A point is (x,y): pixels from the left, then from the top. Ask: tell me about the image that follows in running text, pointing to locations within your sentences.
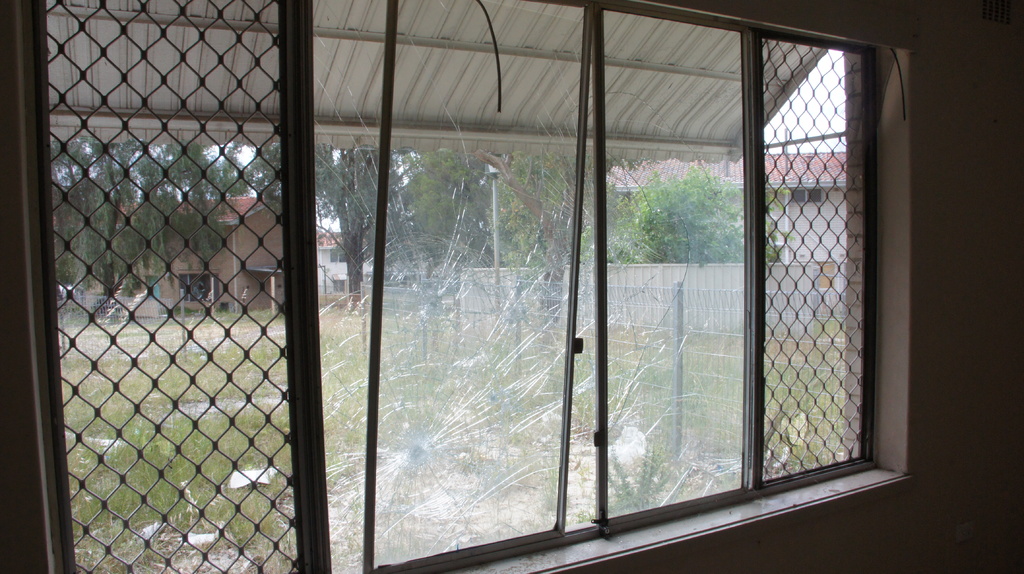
This picture is an inside view of a room (888,248). In this picture we can see a window (465,153), glass (461,193), grilles (157,478), wall (891,326). Through window (379,345) we can see the buildings (802,221), trees (350,233), poles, grass (258,345), fencing (501,302), wall (476,287) and sky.
